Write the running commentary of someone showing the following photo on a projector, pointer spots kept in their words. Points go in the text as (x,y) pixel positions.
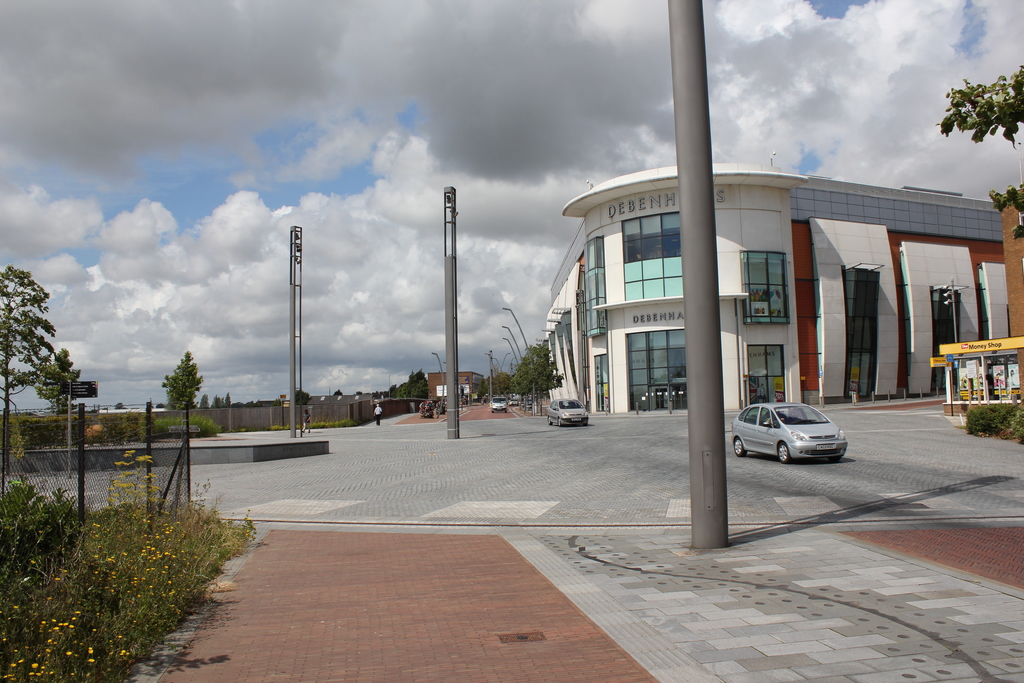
In this picture we can see vehicles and a person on the road (389,498), here we can see buildings (1017,324), poles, plants (203,576) with flowers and a fence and in the background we can see trees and the sky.
